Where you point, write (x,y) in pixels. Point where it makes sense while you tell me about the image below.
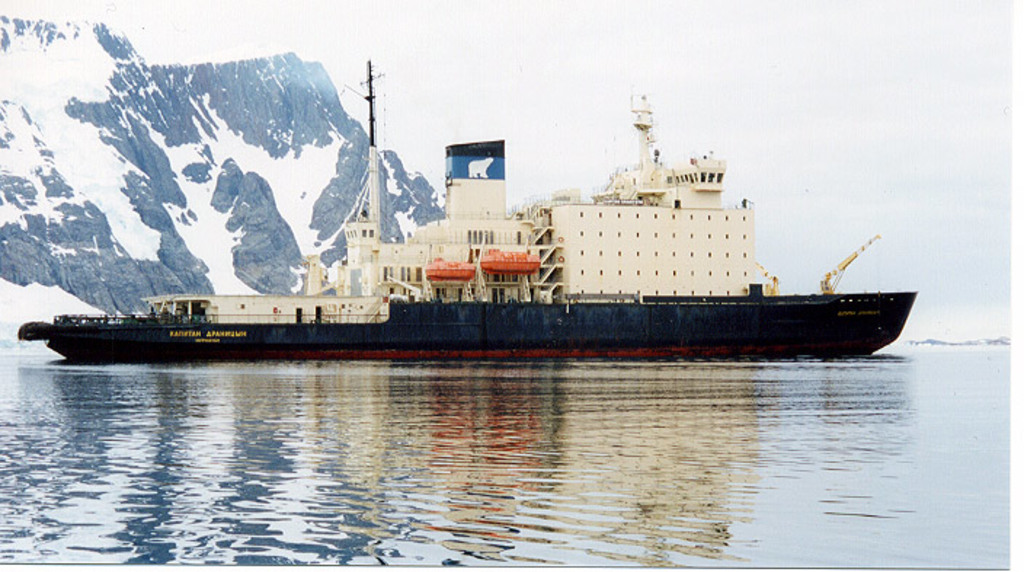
In the center of the image (502,305) there is a ship (626,317) on the water (495,442). In the background (320,187) we can see mountain (250,106) and sky (845,97).
